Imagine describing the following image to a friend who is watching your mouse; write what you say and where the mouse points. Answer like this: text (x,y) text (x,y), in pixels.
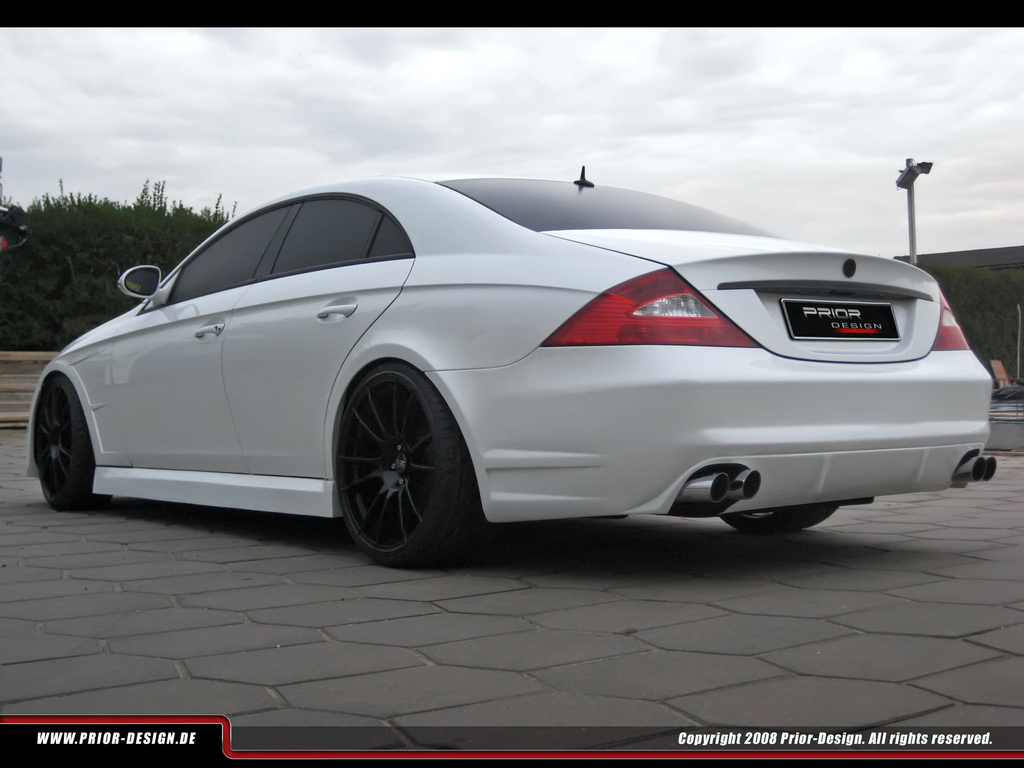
In the center of the image (445,417) there is a car (329,490) on the road (317,671). In the background (294,151) we can see trees (59,212), wall (967,267), sky (787,169) and clouds (693,88). At the bottom (945,738) there is text (927,741).
